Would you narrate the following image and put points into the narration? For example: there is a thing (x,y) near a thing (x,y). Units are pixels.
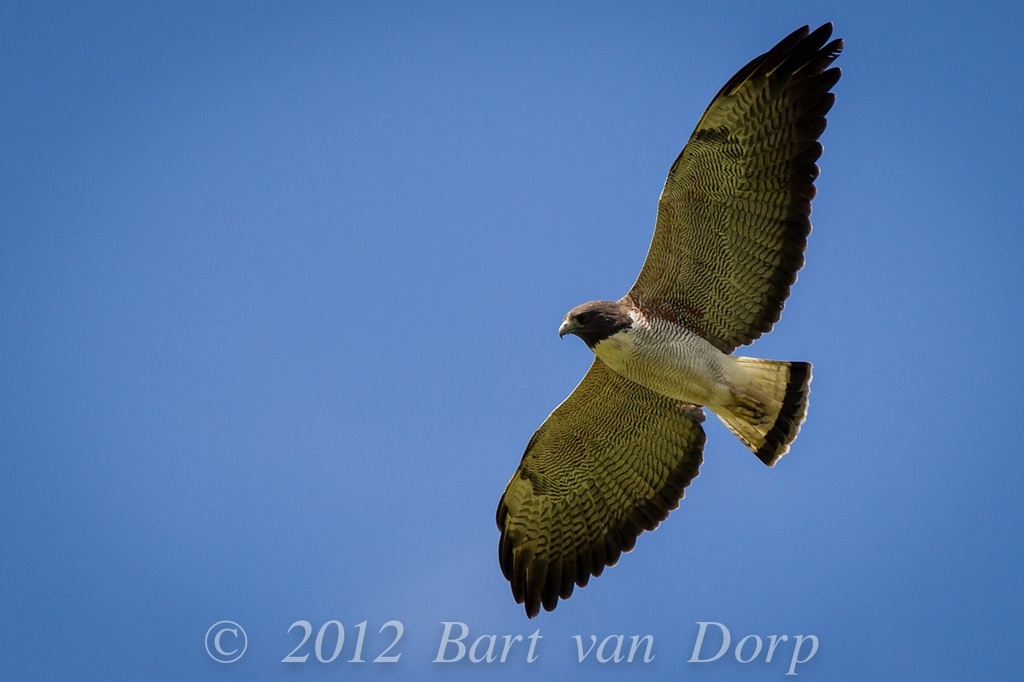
In this picture there is a bird (656,272) flying. At the top (85,208) there is sky (394,278). At the bottom (441,669) there is text (585,654).
